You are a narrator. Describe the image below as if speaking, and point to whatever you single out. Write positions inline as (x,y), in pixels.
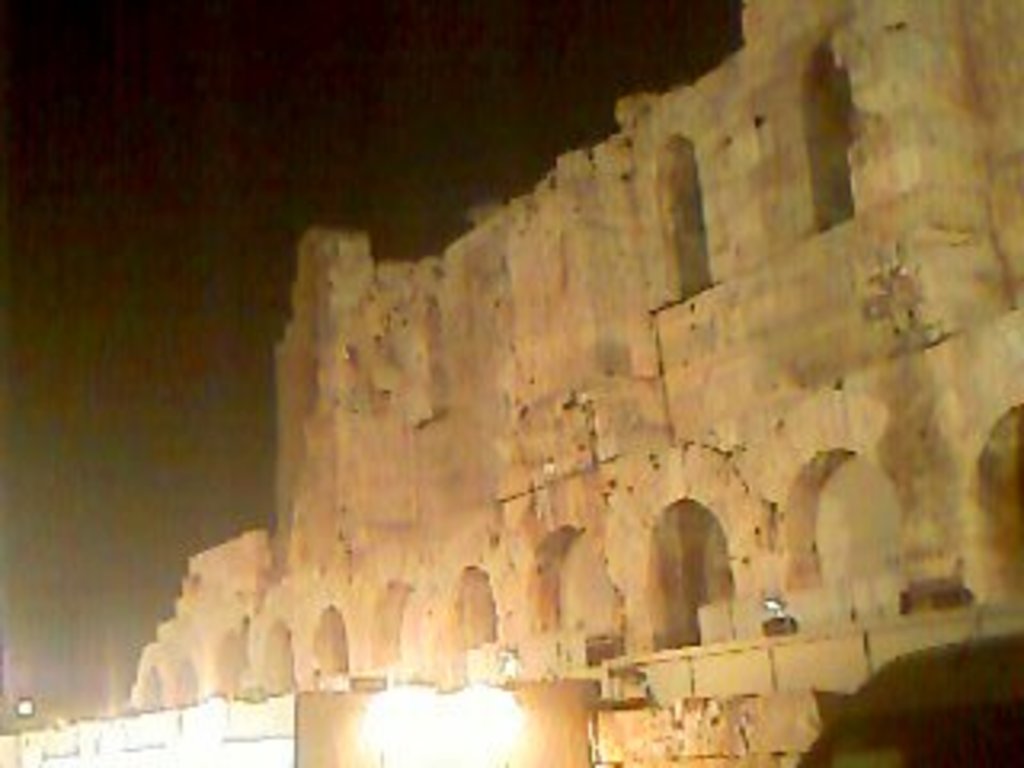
In this picture I can see there is a fort (628,588) and there is a wall (473,702) and lights (448,744) attached to the fort (493,322). In the backdrop (167,236) The sky (155,241) is dark.
